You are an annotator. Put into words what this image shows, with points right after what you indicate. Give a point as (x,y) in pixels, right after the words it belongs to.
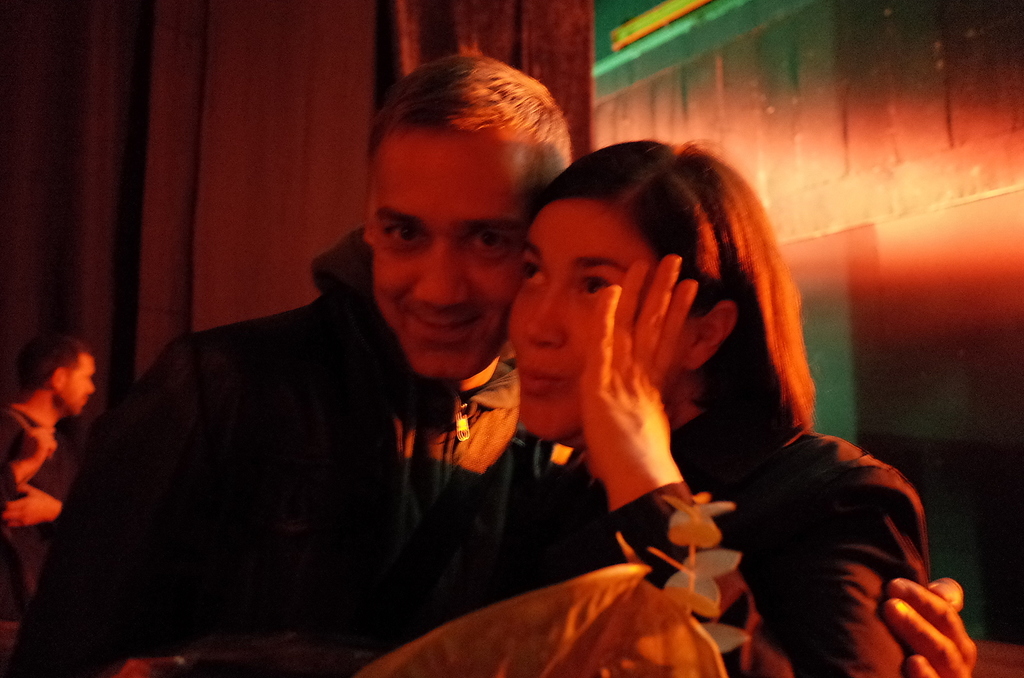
In this image I can see three people (435,365). In the background (641,106), I can see the wall (688,92).
